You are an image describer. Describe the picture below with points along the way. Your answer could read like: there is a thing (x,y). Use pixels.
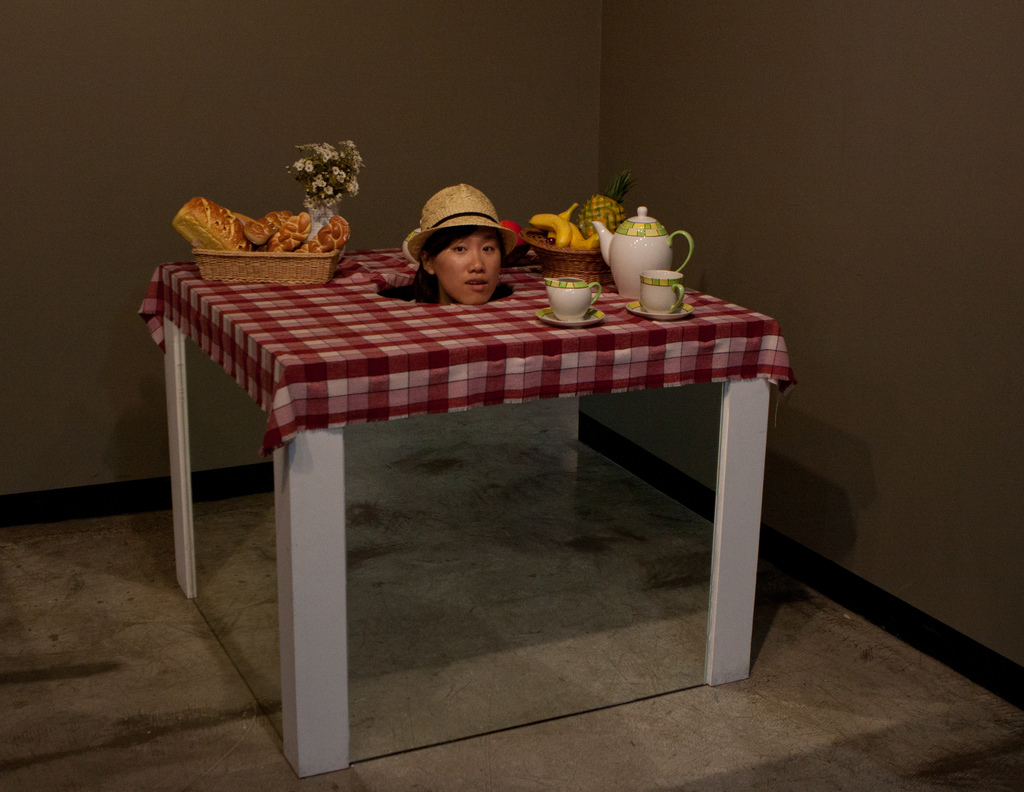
In this image we can see a table (366,289) on which we can see table cloth (294,390), basket (298,275) with food items (310,231), flower vase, cups (669,296), saucers (543,316), kettle (658,247), basket (593,250) with fruits (537,220) and a woman face (475,285) with hat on head (488,285). Here we can see the mirrors (554,581), floor (840,681) and the wall (638,89) in the background (403,89).
